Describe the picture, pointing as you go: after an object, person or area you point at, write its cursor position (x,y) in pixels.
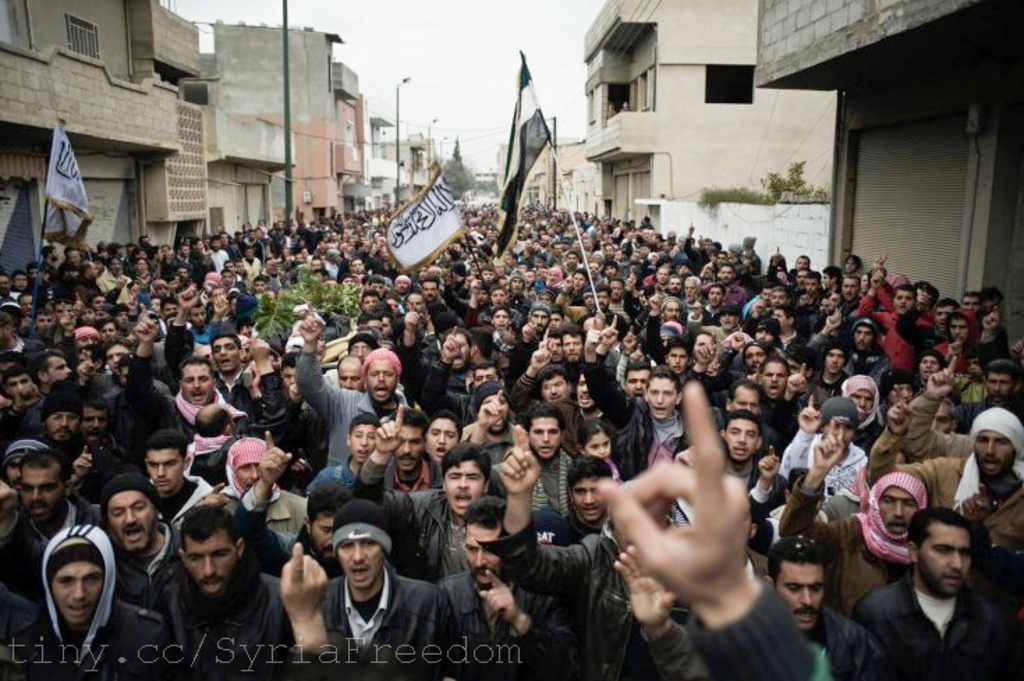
In this image at the bottom (378,594) there is a man (382,599), he wears a jacket (416,624) and cap (365,538) and there is a text (441,641) and hand (738,545). In the middle (657,434) there are many people (597,330), flags (409,209), sticks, buildings (651,188), trees (770,191), plants (786,187), electric poles (396,150) and sky (460,121).
